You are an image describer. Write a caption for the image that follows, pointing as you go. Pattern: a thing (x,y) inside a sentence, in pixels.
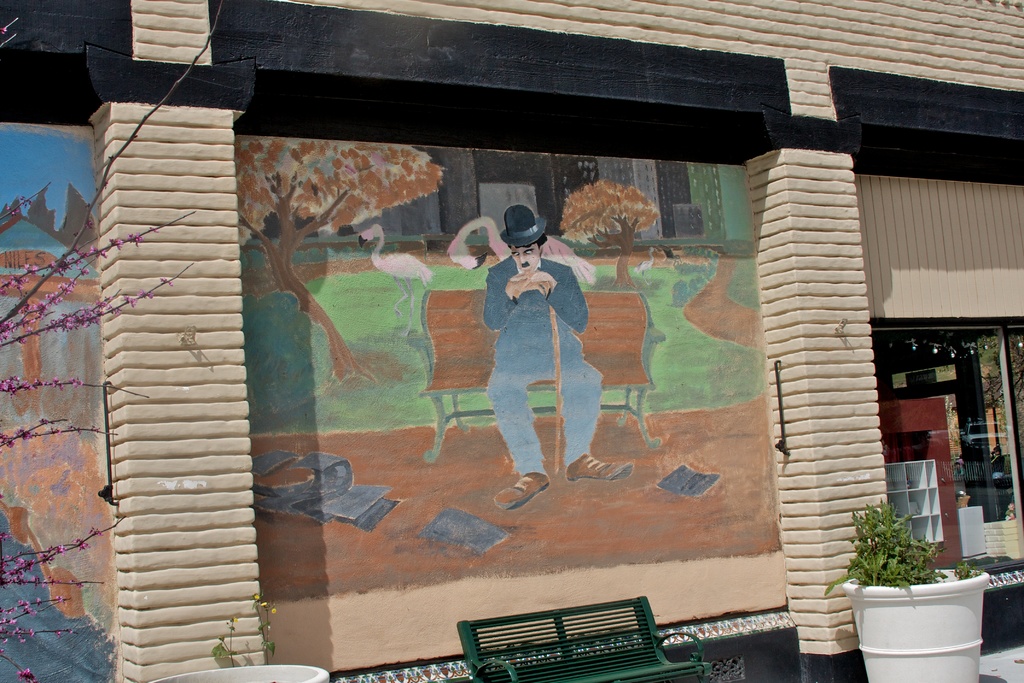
This picture is clicked outside. In the foreground (911,636) we can see the white color potted plants (939,622) and we can see the green color bench (643,652). In the background (916,241) there is a wall (765,469) and we can see the picture (516,323) of a person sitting on the bench (649,330) and we can see the picture (680,226) of trees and some birds (558,241). On the left corner (22,310) we can see the stems (29,309) of a tree (63,324). On the right corner (967,317) we can see a shutter (947,294) and many other objects (974,481).
